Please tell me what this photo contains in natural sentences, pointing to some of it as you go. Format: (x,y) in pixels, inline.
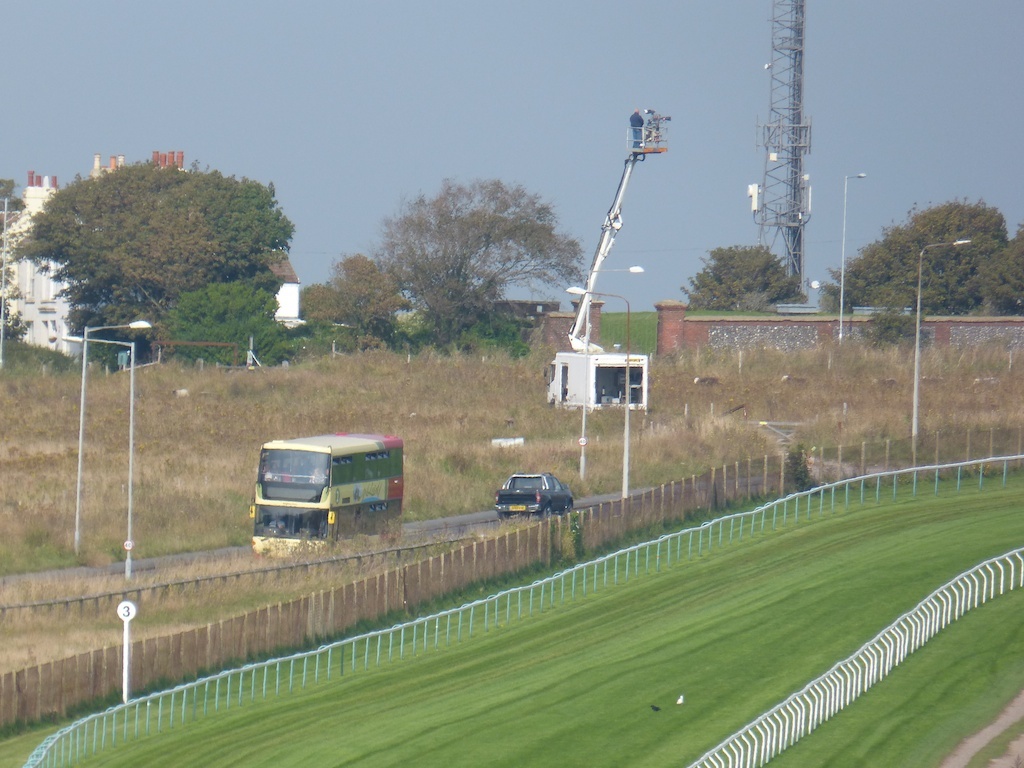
In this picture I can see a car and a Double Decker bus (363,503) on the road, there are poles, lights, fence (105,661), grass (105,751), there is a building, there are trees (745,271), there is an electric tower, and in the background (469,95) there is the sky (469,95).
